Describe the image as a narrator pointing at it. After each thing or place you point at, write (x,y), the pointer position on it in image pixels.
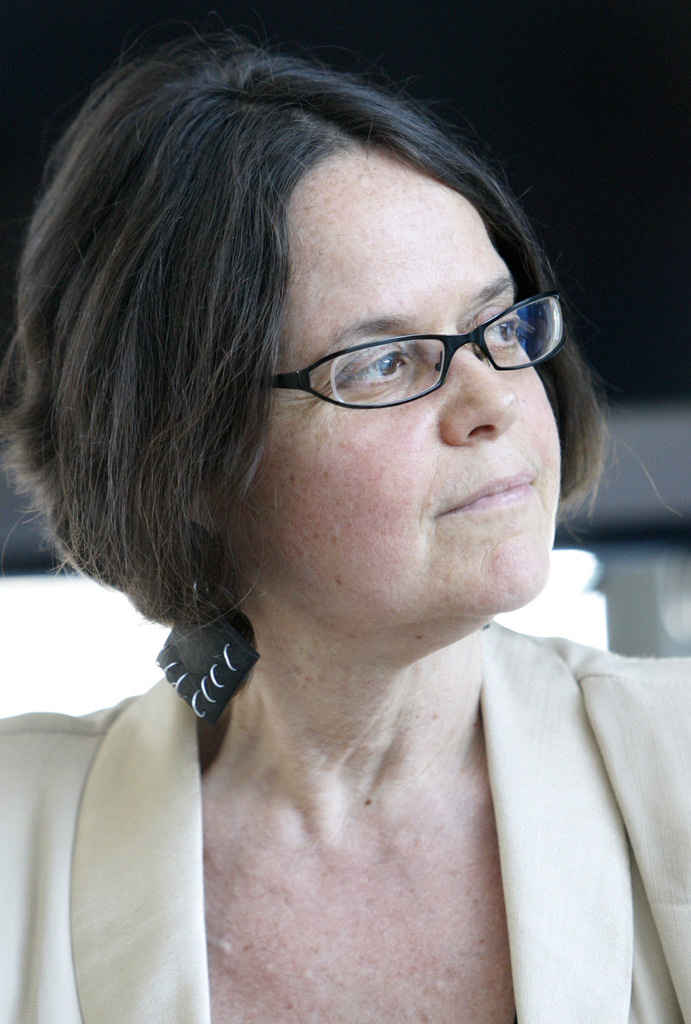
In this image in the front (422,661) there is a woman (400,717) wearing specs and the background (607,513) is blurry.
